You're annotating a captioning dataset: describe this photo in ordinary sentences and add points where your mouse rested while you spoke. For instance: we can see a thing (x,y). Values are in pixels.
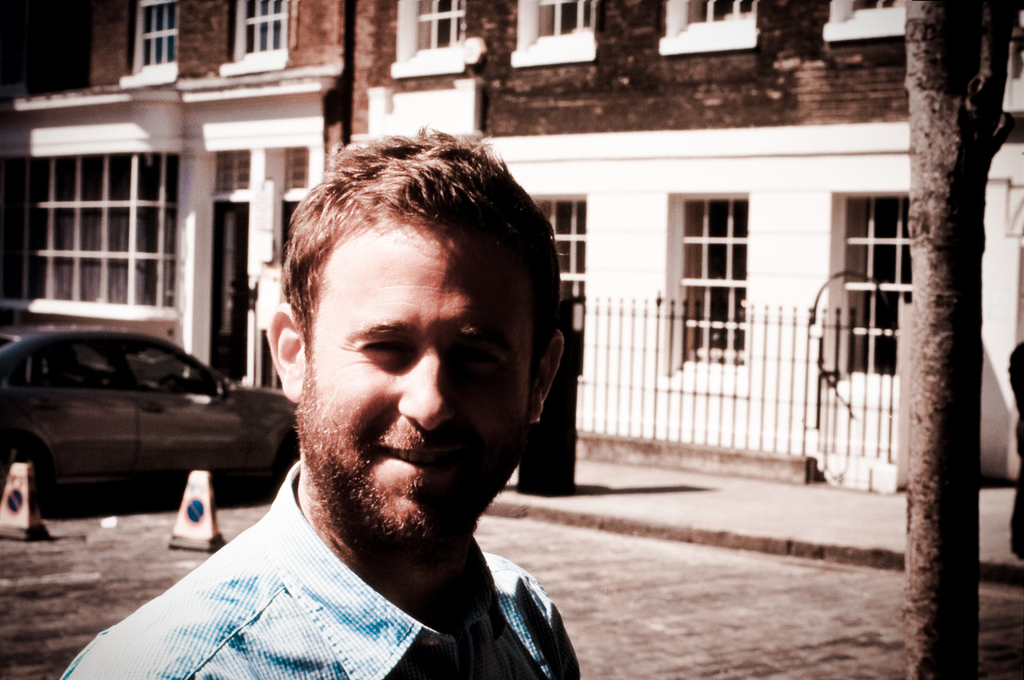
In this image, we can see a man (418,566) smiling and in the background (162,429), there are traffic cones (204,506), a car (144,414), building (544,109) and a tree (930,367).
